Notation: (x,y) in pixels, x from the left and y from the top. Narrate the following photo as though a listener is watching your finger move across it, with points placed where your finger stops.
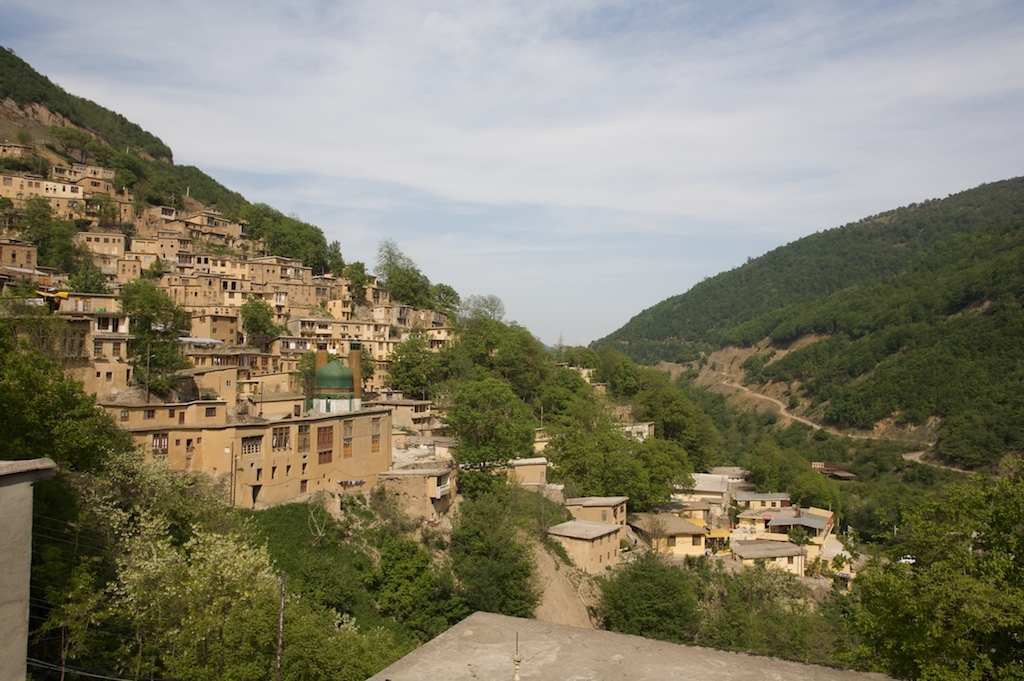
In this image we can see hills (783,318), buildings (409,317), trees (592,459) and sky (454,130) with clouds (450,177).
